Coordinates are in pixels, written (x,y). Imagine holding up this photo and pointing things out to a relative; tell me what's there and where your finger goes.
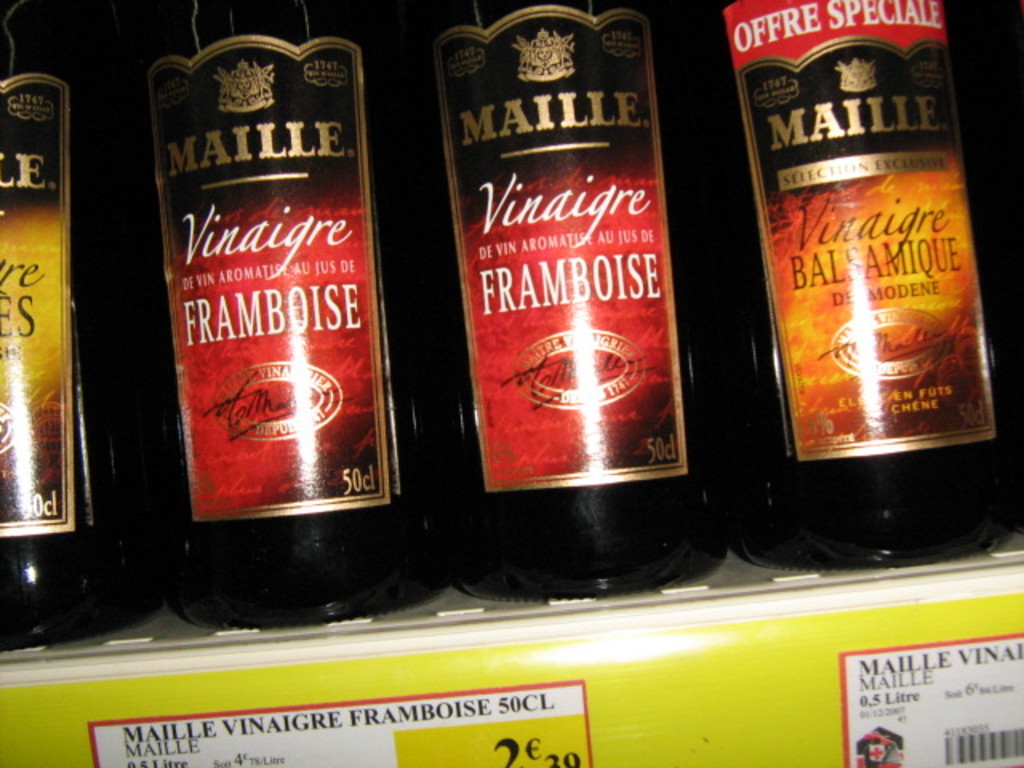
In this image I can see a white colored rack (377,617) and in the rack (436,593) I can see few black colored bottles (582,318) and few stickers (522,275) attached to them which are red, black and yellow in color. I can see a yellow colored board (736,670) and few papers (502,690) attached to it.
